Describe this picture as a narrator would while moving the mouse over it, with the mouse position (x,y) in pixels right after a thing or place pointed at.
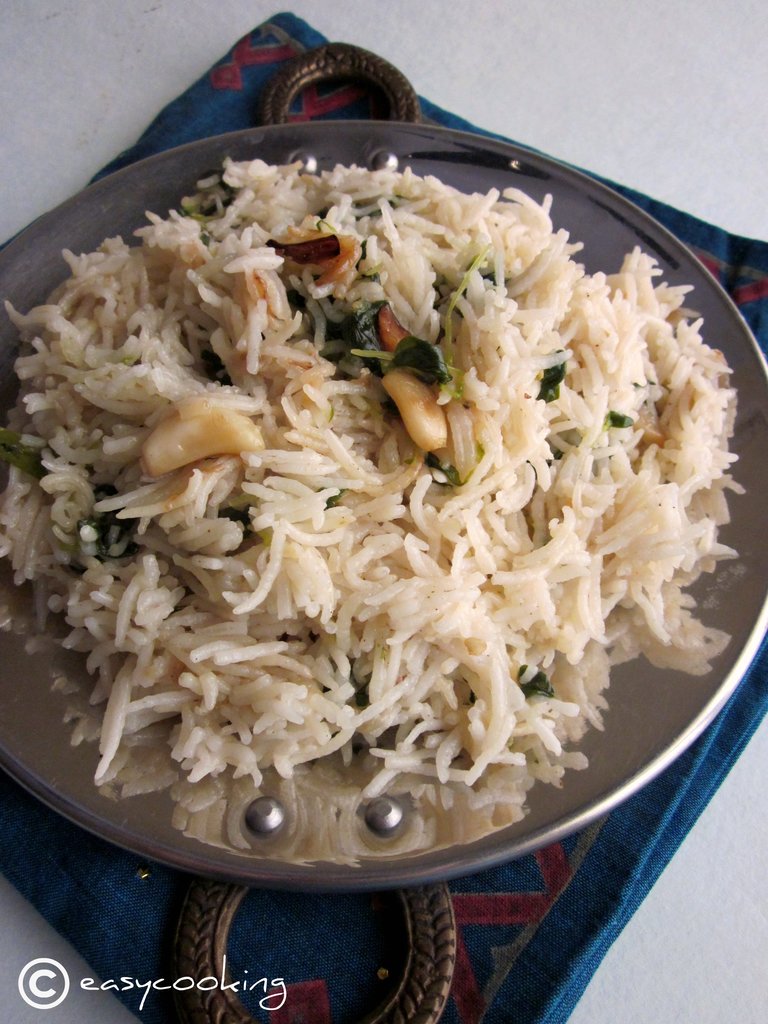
In this image we can see a mat (572,893), on the mat (253,934) we can see a plate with food items (317,515).
